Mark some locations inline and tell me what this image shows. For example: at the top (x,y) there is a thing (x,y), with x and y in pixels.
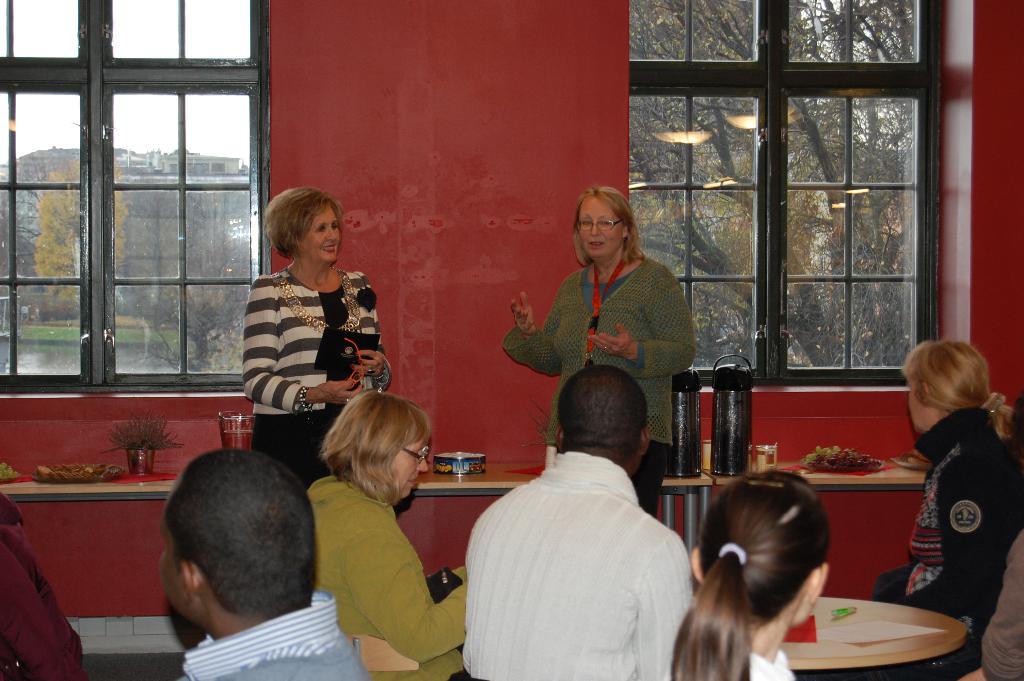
As we can see in the image there are trees (57,214), window (204,79), red color wall (580,174), few people (585,333) standing and sitting and there is a table (90,485). On table (422,475) there is a flower flask (147,423), a tin (465,460) and a plate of grapes (844,457).
